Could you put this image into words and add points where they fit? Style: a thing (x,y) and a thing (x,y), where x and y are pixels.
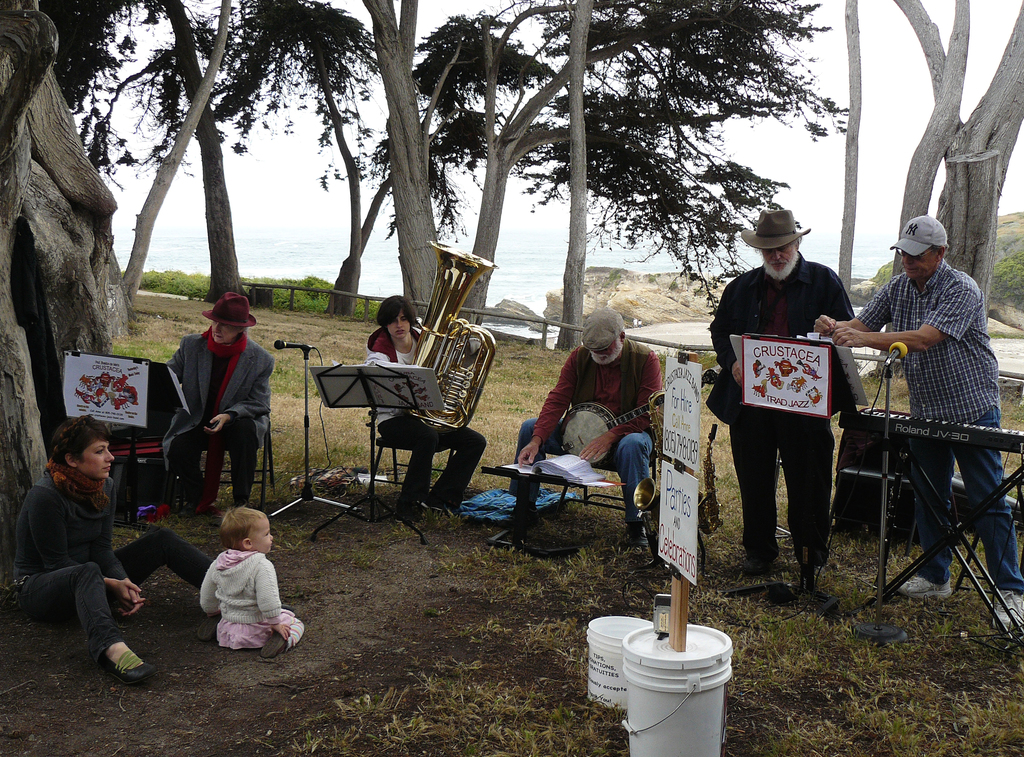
In this image few persons (397,430) are sitting on the chairs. There are few stands (374,409), having books (393,397). There are few mike stands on the grassland (402,584). Right side (943,374) there is a person (950,336) wearing a cap (911,237). He is standing. Before him there is a piano (919,417). Beside him there is a person (815,279) wearing a cap (793,237). Left side (39,512) there is a baby (231,551) and a person (38,545) are sitting on the grassland (336,614) having few buckets (672,690). In the bucket (669,655) there is a wooden plank (686,599) having few boards (682,534) attached to it. There are few trees (483,242) on the grassland (295,401) having few plants (197,281). Right side (689,278) there are few rocks (1014,254). Background (291,276) there is water (346,239). Top of the image (898,43) there is sky (894,112).
